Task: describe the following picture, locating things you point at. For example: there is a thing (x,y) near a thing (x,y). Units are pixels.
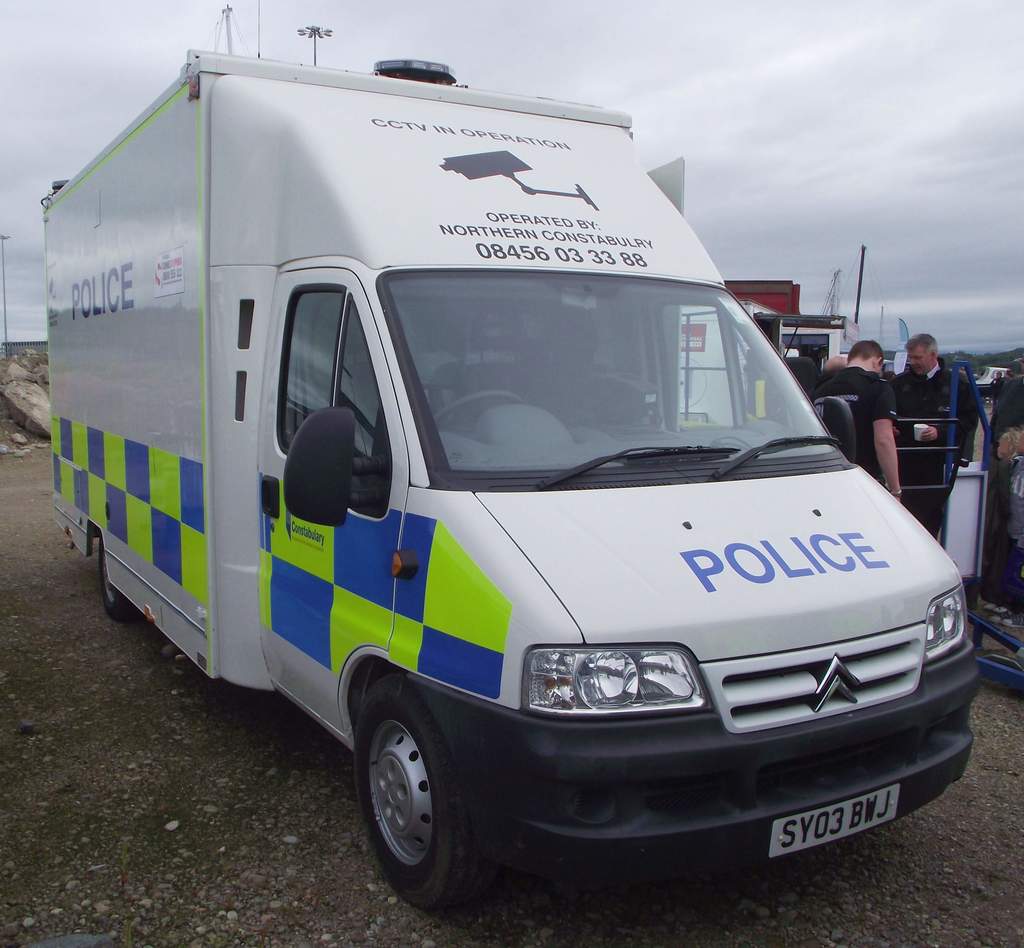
In this picture there is a police vehicle (413,408) in the center of the image (541,554) and there are people (828,373) on the right side of the image (847,386) and there are rocks (20,373), poles (858,312), and trees (974,365) in the background area of the image (4,324).
